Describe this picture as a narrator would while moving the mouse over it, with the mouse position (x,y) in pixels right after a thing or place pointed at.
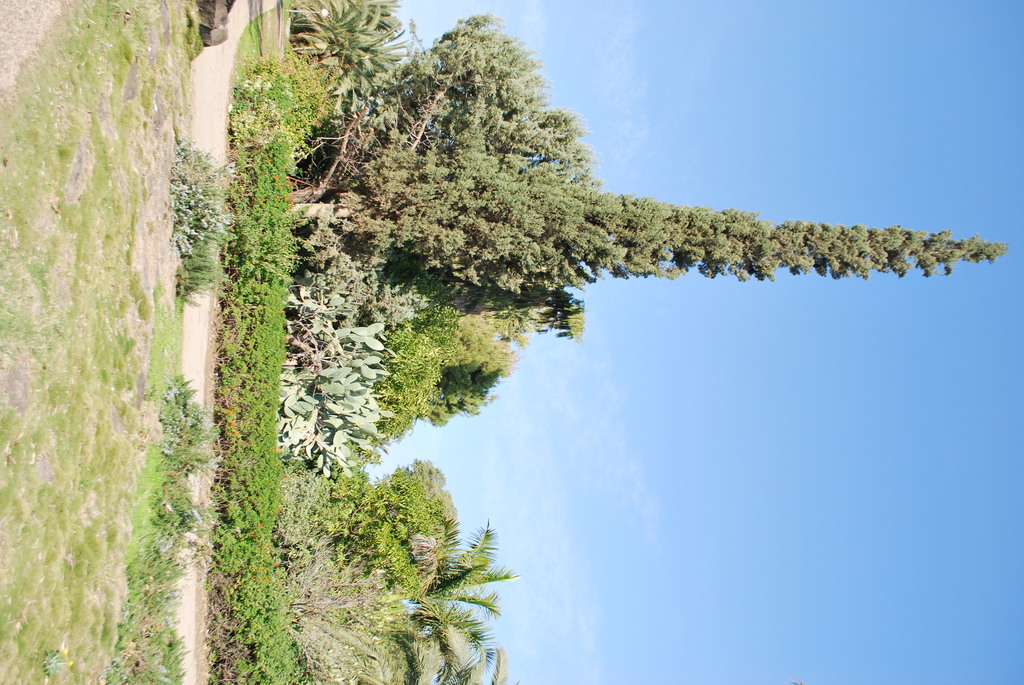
This picture is clicked outside. In the foreground (77,372) we can see the green grass (130,212), plants (292,220), trees (555,124) and the ground (240,11). In the background (836,443) we can see the sky (660,289).
